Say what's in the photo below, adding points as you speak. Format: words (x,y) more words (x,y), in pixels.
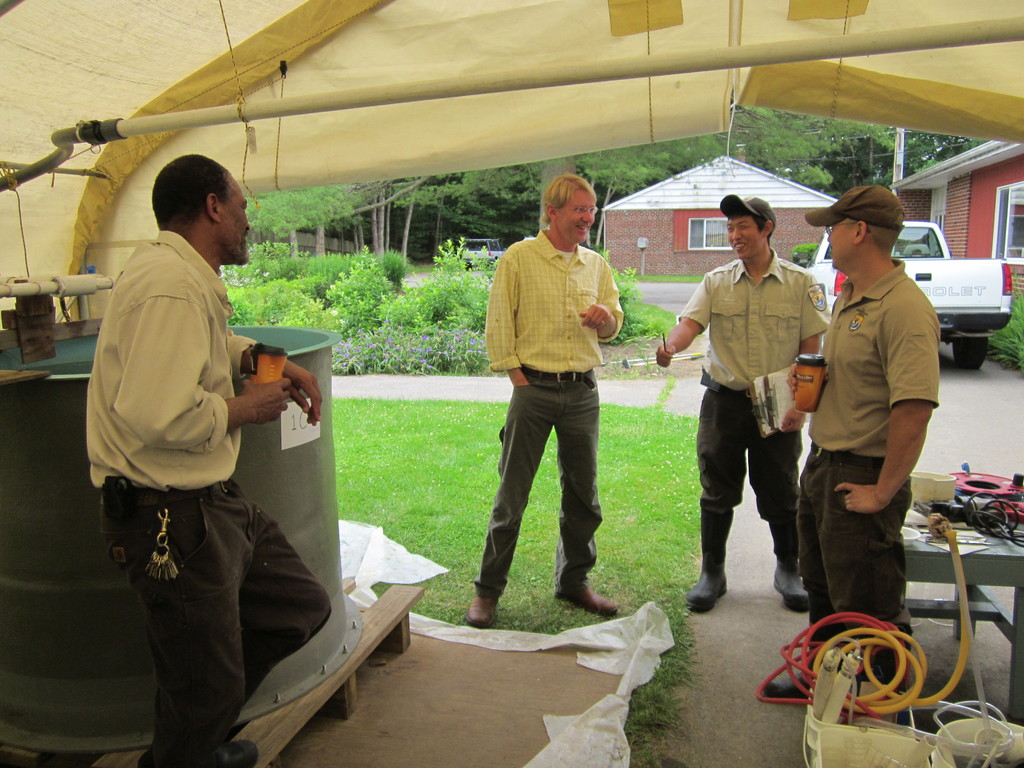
In this image we can see men (835,494) standing on the ground (379,595) under the tent (251,105) and some of them are holding disposable tumblers (801,392) in their hands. In the background (691,190) we can see motor vehicles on the road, buildings (679,200), poles (901,166), shrubs (371,277), bushes (387,305), cables (998,520) and pipelines (877,698).
